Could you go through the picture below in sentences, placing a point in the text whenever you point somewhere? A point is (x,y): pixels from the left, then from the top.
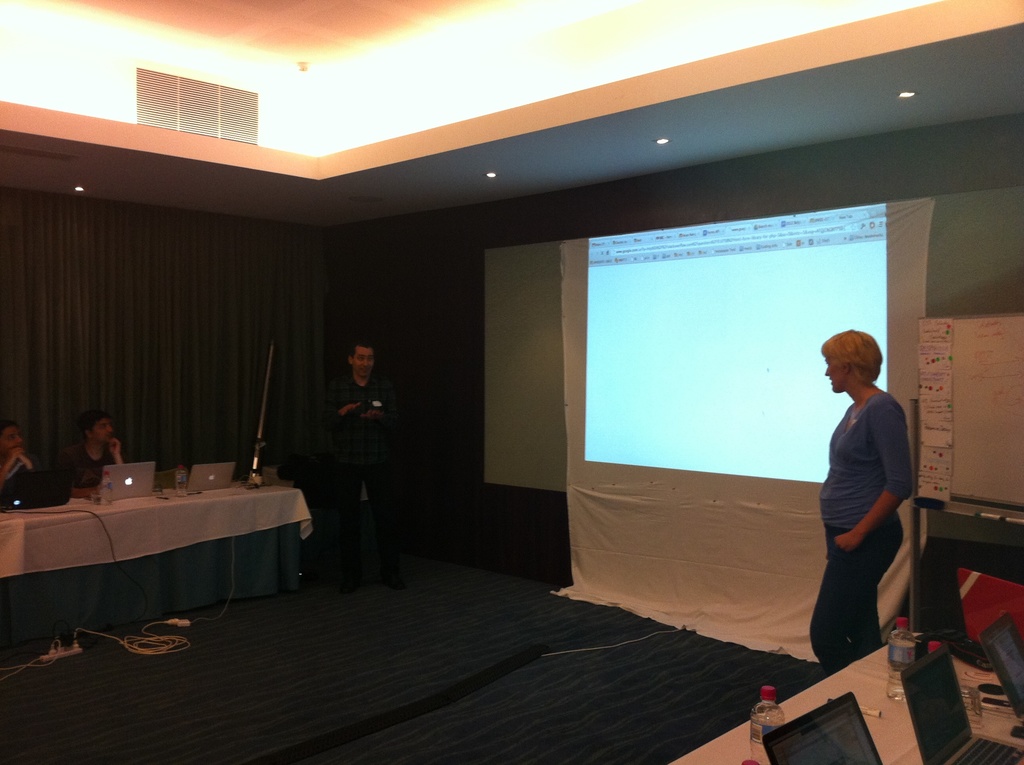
A screen (677,287) is on wall (408,449). These two persons (372,387) are standing. We can able to see tables (882,696) and person (95,475) sitting on chair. On this table (871,662) there are laptops (123,489) and bottles (904,645).
